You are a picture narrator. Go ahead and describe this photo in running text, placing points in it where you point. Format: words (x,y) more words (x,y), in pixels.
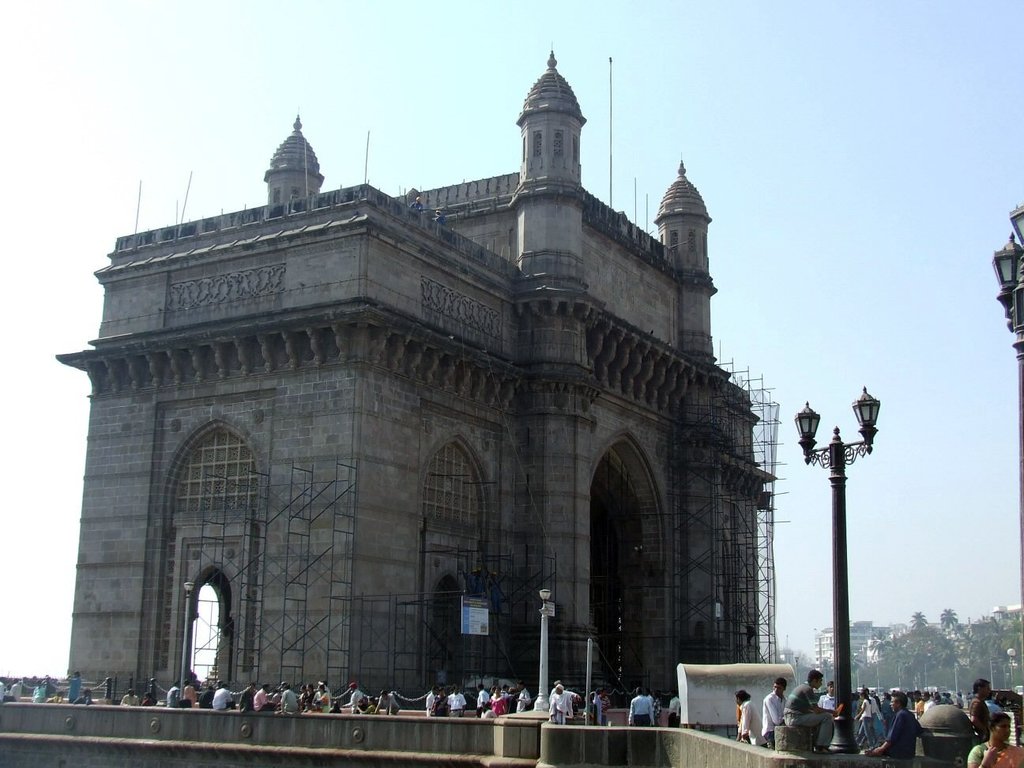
In this image, we can see people (825,702) wearing clothes (130,704). There is a building (434,482) in the middle of the image (579,371). There is a street pole (837,450) in the bottom right of the image (847,696). At the top of the image (493,47), we can see the sky (202,78).
